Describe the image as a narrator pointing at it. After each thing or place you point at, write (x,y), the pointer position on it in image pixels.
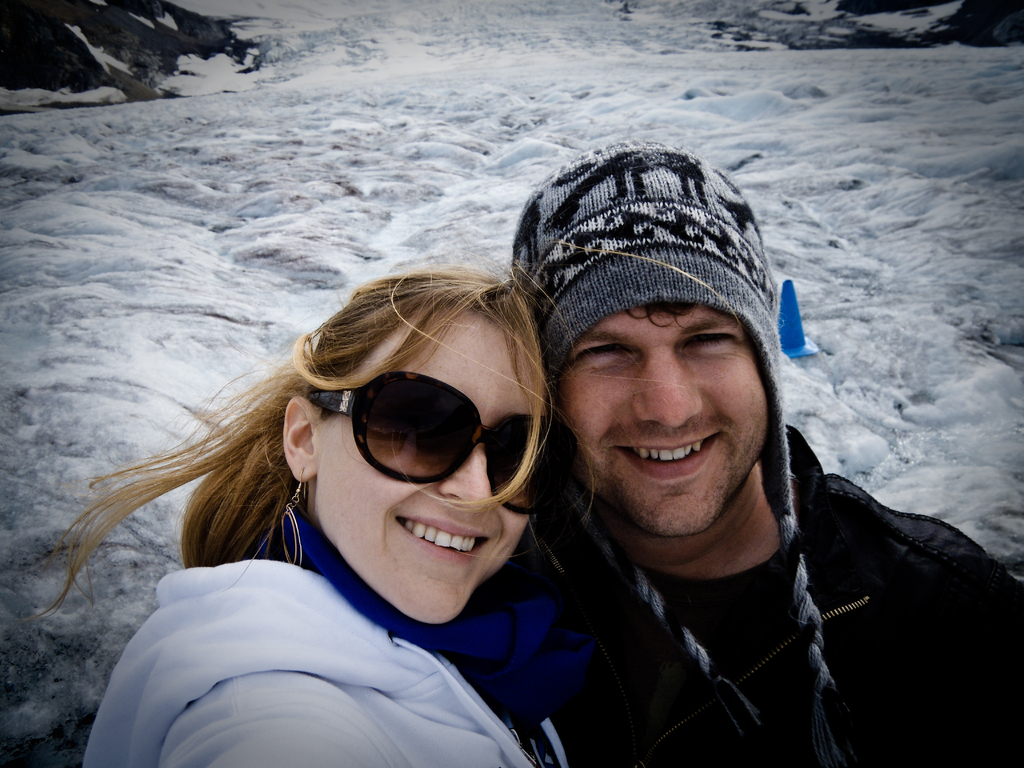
In this picture we can observe a couple (525,614). Both of them are smiling. There is a cap (591,192) on the head (693,308) of the man (696,324). The woman (373,704) is wearing a white color hoodie (223,697) and spectacles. In the background (230,310) there is ice (813,152).
